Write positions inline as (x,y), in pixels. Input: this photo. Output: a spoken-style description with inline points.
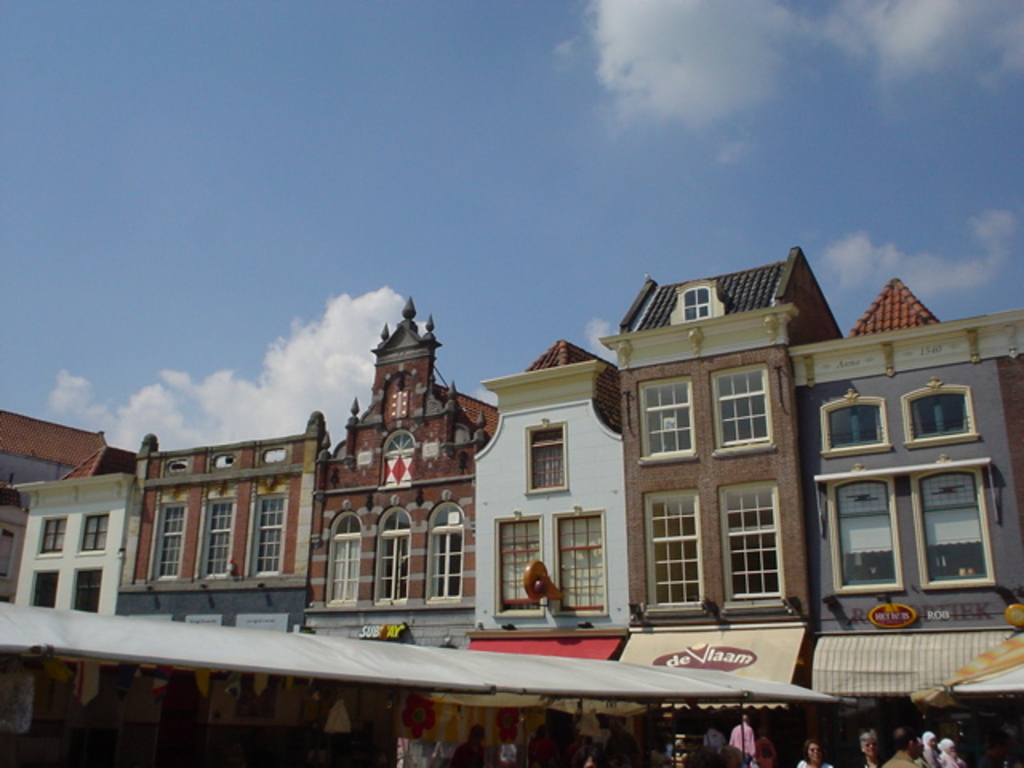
In this image we can see buildings (133,564), stores (142,615), persons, sky (460,326) and clouds (689,64).
